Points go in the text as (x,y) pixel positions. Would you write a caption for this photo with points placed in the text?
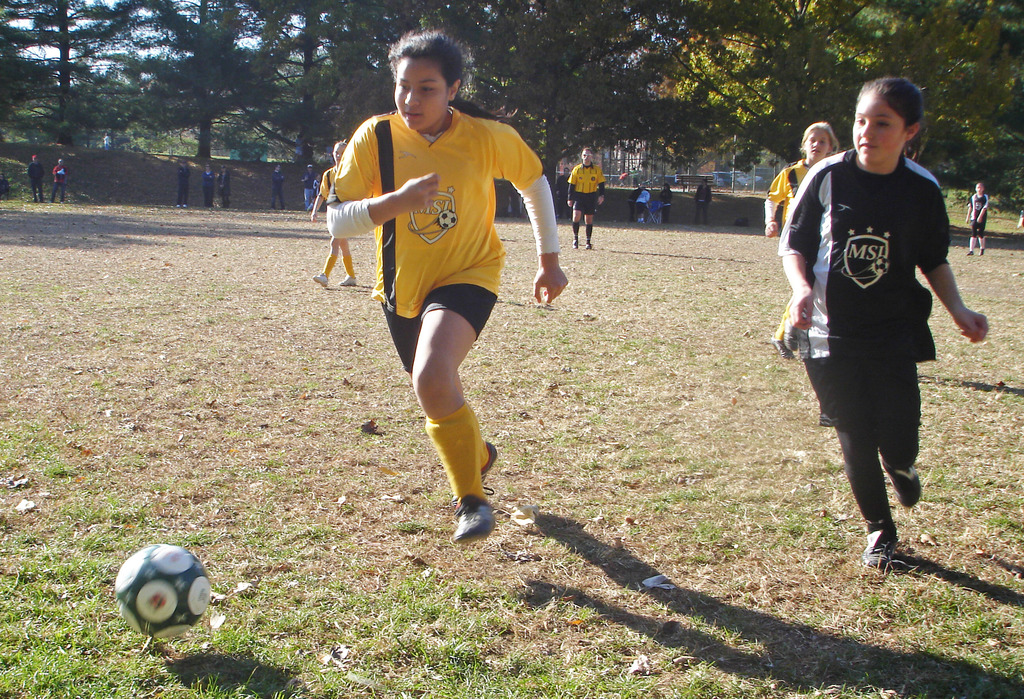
Front these two women (854,457) are running to hit this ball (142,569). Background (19,77) we can see trees (332,69) and people (637,217).
